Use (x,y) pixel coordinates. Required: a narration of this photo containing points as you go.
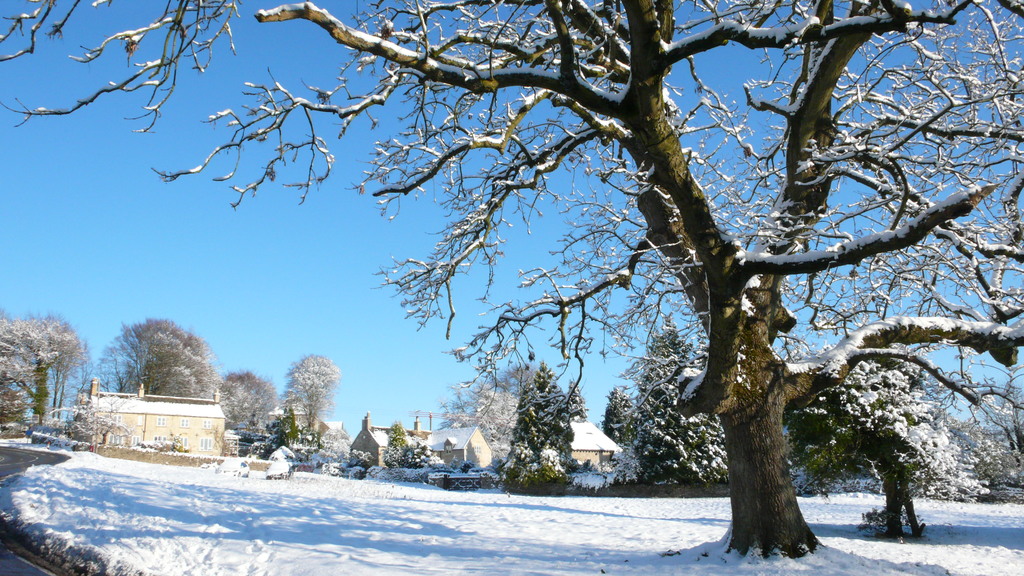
At the bottom of the image (416,519) on the ground (684,543) there is snow (184,491). And also there is a tree (733,380) covered with snow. In the background (323,407) there are trees (511,455) and houses (212,416) covered with snow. And also there is sky (633,212) in the background (122,302).
